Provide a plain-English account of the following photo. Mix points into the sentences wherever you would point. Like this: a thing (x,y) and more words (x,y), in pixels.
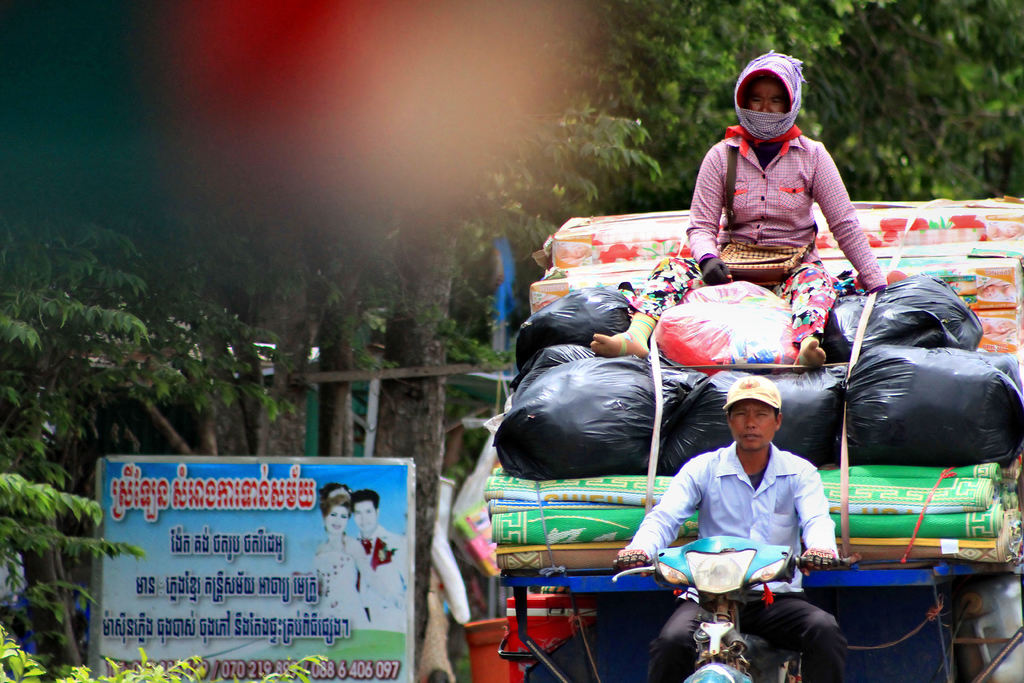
In this image we can see a motor vehicle (783,550) carrying luggage (667,360) and a person (758,197) sitting on the top of it. In the background (261,239) we can see trees (139,306) and an information board (196,519).
